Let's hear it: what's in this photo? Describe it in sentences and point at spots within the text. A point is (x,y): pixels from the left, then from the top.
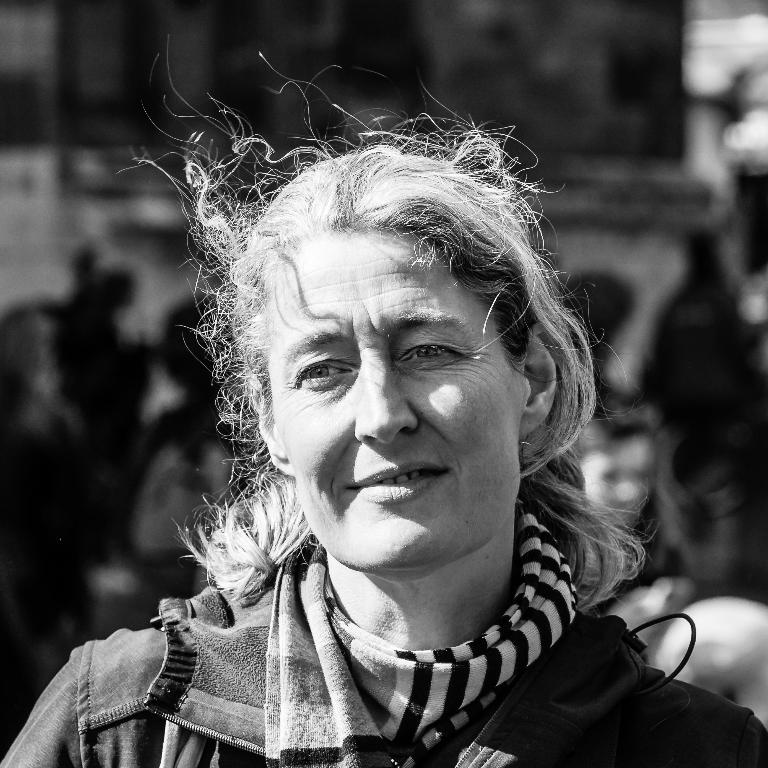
This is a black and white image. In this image we can see a woman (506,346). In the background (408,34) it is blur.
